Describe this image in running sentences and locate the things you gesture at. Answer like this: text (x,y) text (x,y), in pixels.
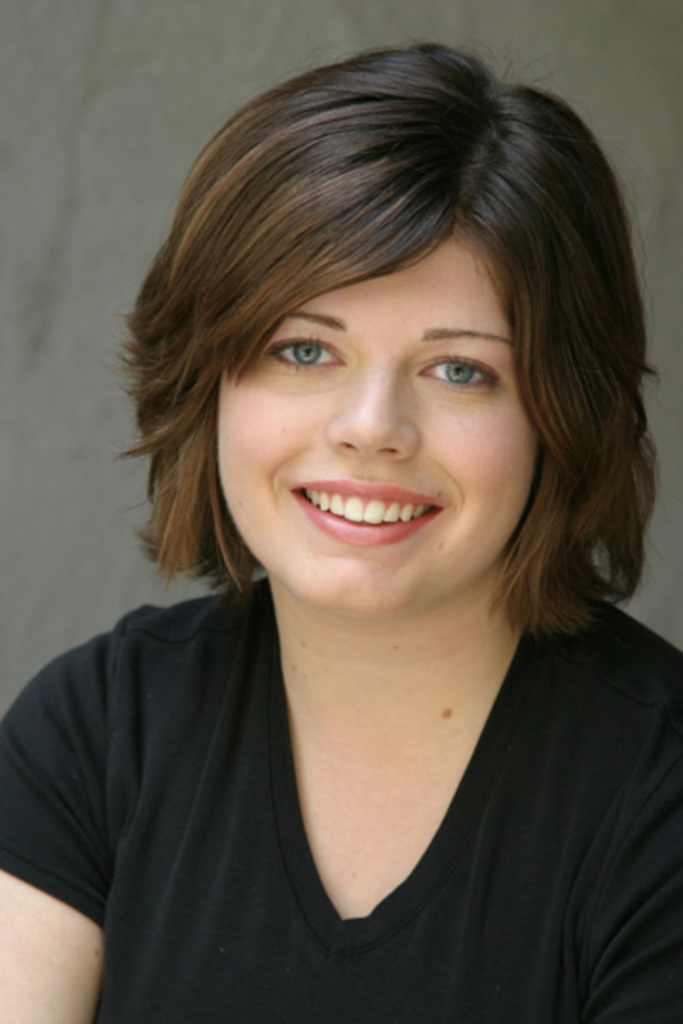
In this image, we can see a lady (535,775) wearing a T-shirt (202,792). We can also see the background (91,286).
